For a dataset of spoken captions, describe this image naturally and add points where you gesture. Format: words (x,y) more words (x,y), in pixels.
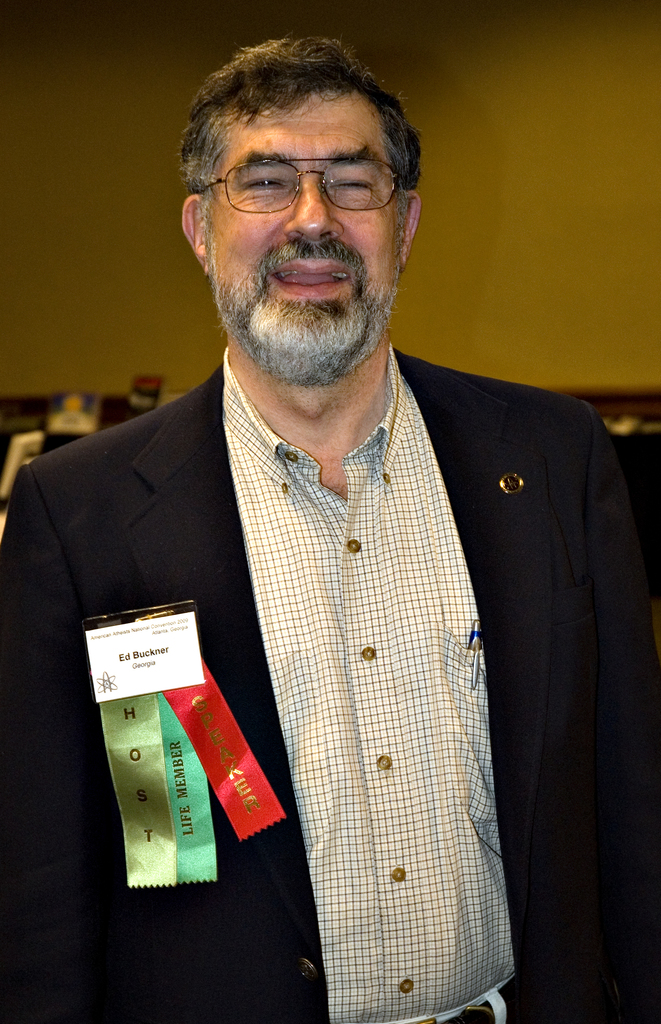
In this image we can see a person (400,599) standing and wearing the spectacles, in the background (34,449), we can see some photo frames (88,427) and the wall (592,203).
